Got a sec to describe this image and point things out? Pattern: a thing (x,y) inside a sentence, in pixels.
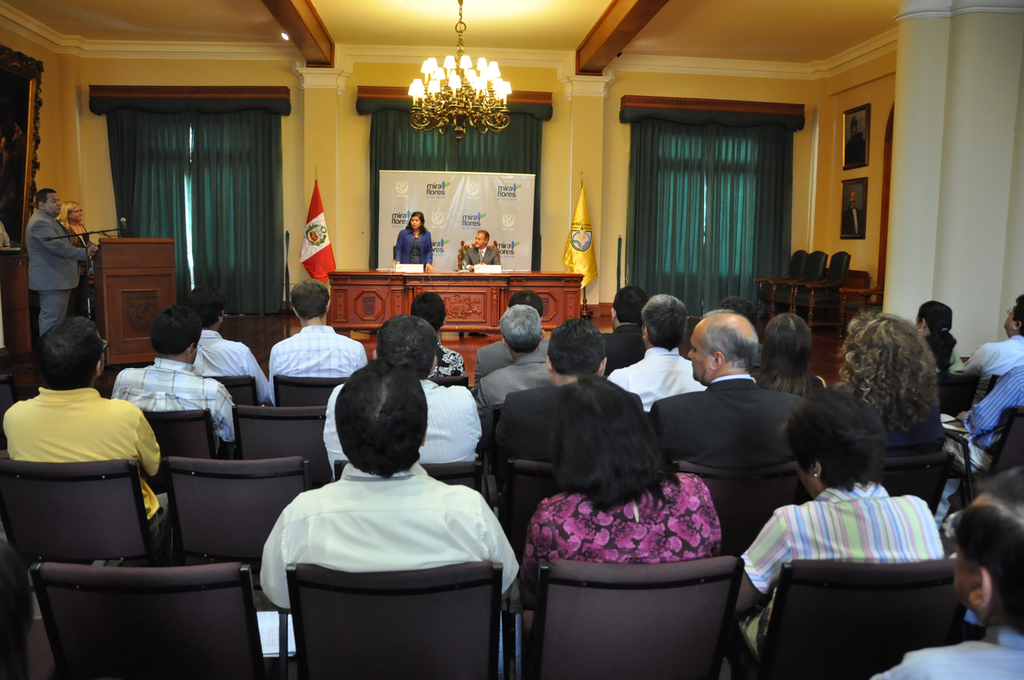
This is a room (840,354) and there are many people (632,385) sitting in this room (342,478). There are many chairs (934,569) in this room (884,424). In the background (228,144) there are curtains (683,214). One lady (415,222) is wearing blue dress (421,242) is standing there. There is a table (468,283). One person (496,255) is wearing a coat (483,253) and sitting in the chair (460,251). There are two flags (314,240) one is red and white and one is yellow flag (580,233). There is a podium (137,240) and mic (87,231). And two person (81,230) are standing near the podium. There is light (459,81) on the ceiling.
